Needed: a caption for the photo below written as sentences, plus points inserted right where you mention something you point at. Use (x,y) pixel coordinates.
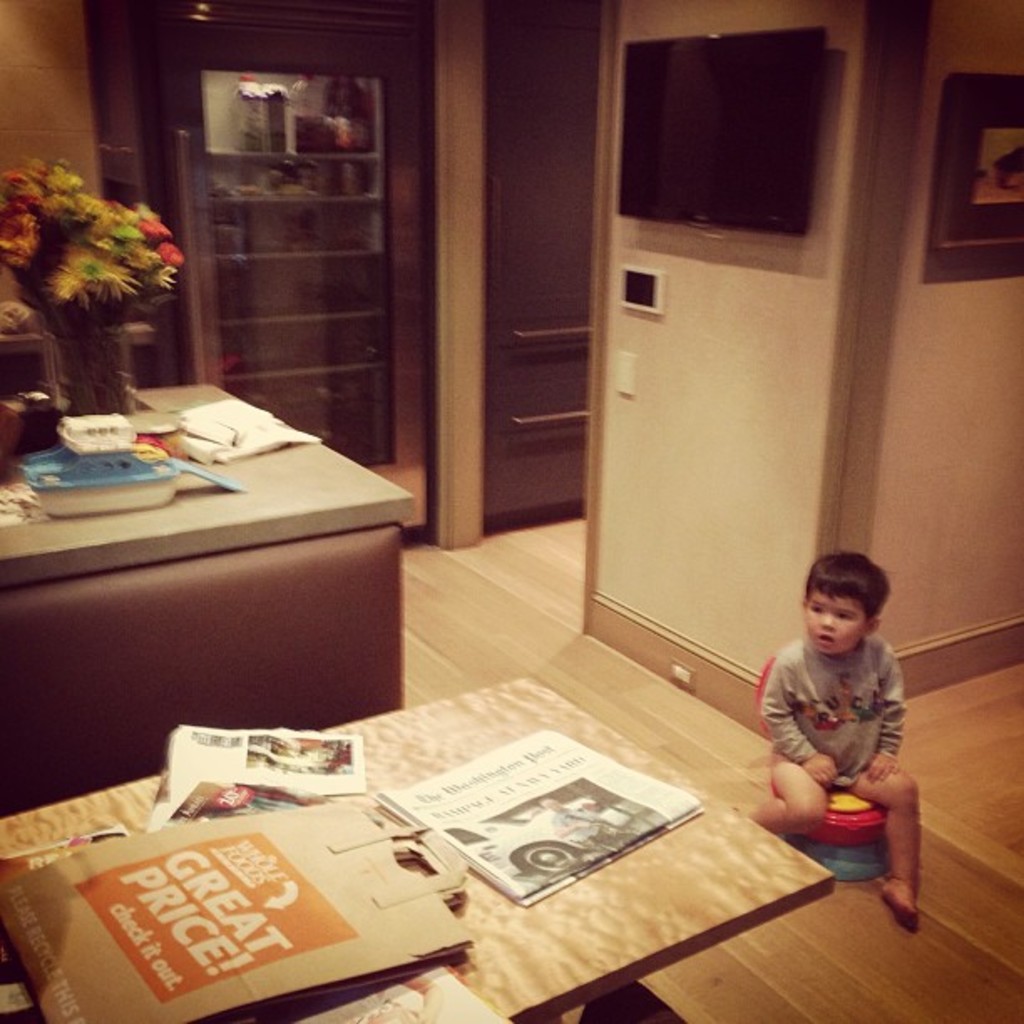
This image is taken inside a room (537,770). In this image a kid (789,726) is sitting on the stool (855,820). In the left side of the image (171,652) there is a table (512,930) with a paper bag (210,920) and few papers (339,789) on it and on the another table (207,577) there is a flower vase (95,326) with flowers (93,233) in it. In the background (34,97) there is a wall (53,91) and there are few cupboards (539,308) with shelves (287,257) and there is a television (695,220). In the bottom of the image (887,914) there is a floor (505,645).
